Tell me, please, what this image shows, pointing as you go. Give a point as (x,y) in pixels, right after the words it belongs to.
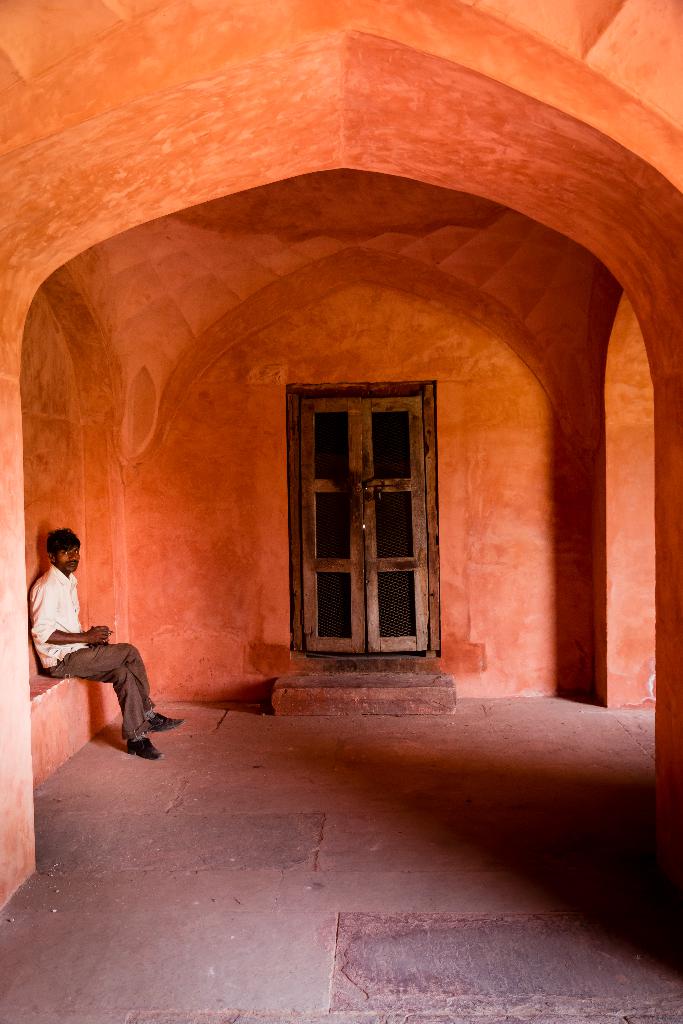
In this image we can see an arch (17,135) and pillars (627,531). In the back (307,465) there is a wall (446,489) with doors (309,510). Also we can see a person (49,649) sitting.
